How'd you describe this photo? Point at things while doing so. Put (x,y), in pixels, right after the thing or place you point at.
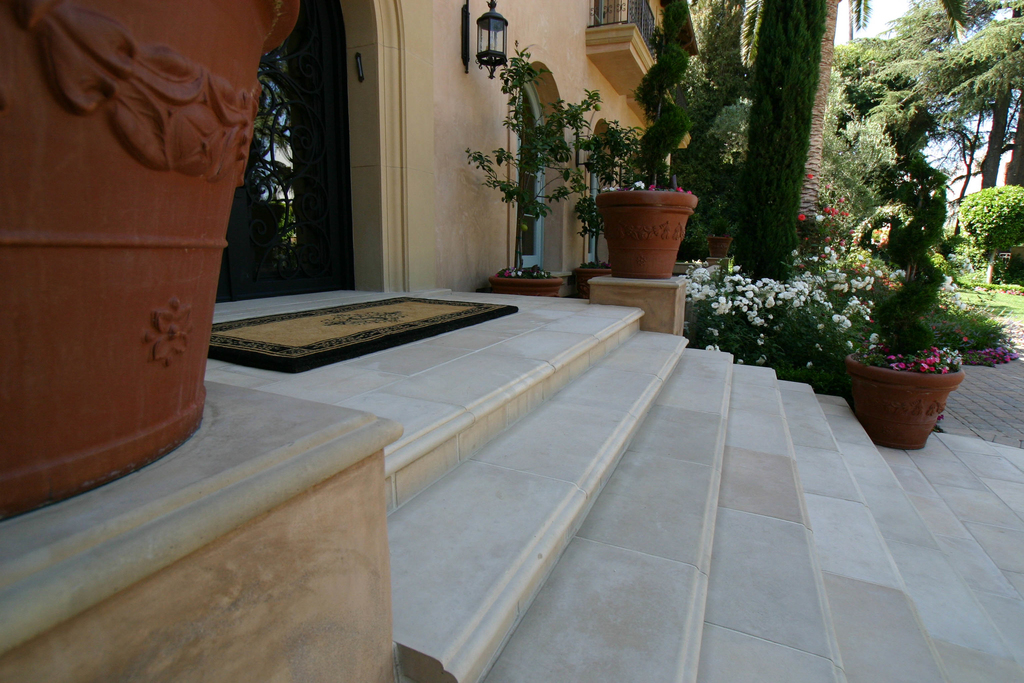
In this picture we can see a doormat (275,328), steps (388,528), house plants (535,290), lamp (464,57), wall (465,81), railing (628,8), windows (527,236), flowers (834,315) and some objects (297,84) and in the background (833,20) we can see trees (813,101).
